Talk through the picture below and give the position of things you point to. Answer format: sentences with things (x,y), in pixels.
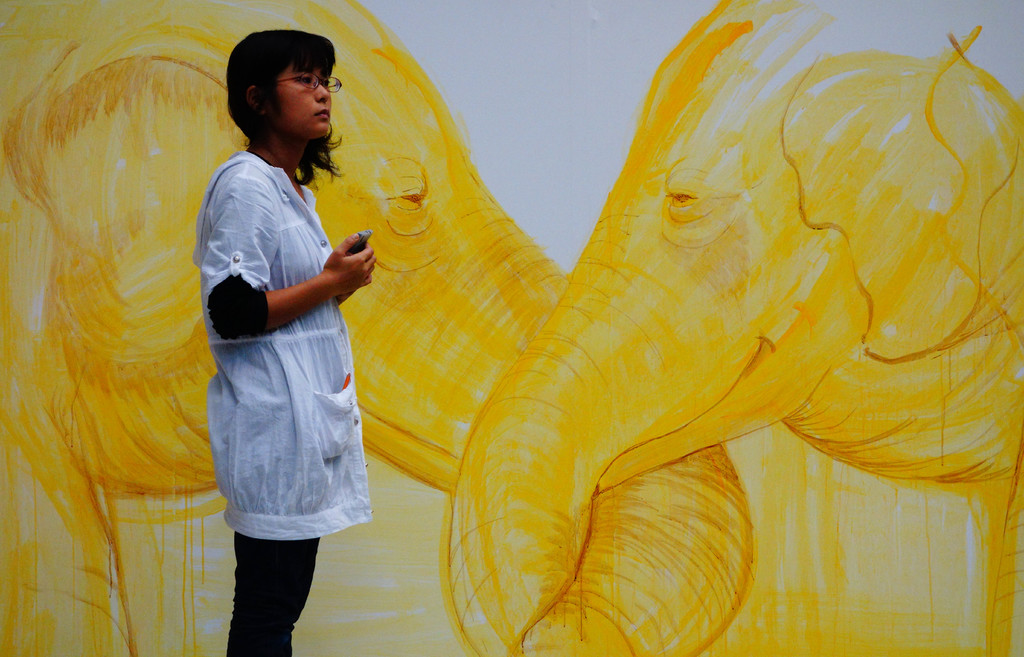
In this image, we can see an art (618,291) on the wall (543,450). There is a person (288,253) on the left side of the image (323,362) standing and wearing clothes (274,407).
